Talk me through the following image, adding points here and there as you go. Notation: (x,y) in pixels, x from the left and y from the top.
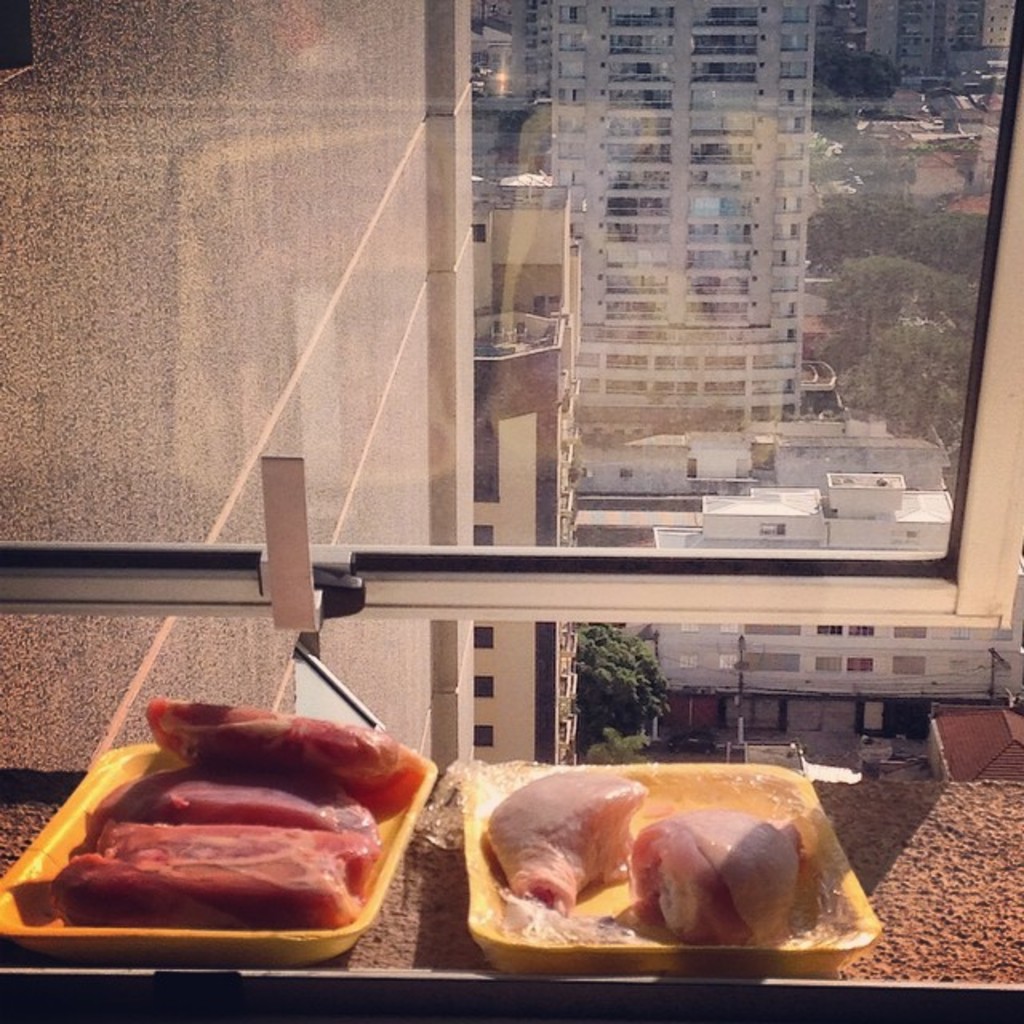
In this image there are two plates (394,861) kept near the window (481,497). Plates (50,850) are having meat (216,840) on it. Background (644,211) there are few buildings (685,504) and trees (865,319).
